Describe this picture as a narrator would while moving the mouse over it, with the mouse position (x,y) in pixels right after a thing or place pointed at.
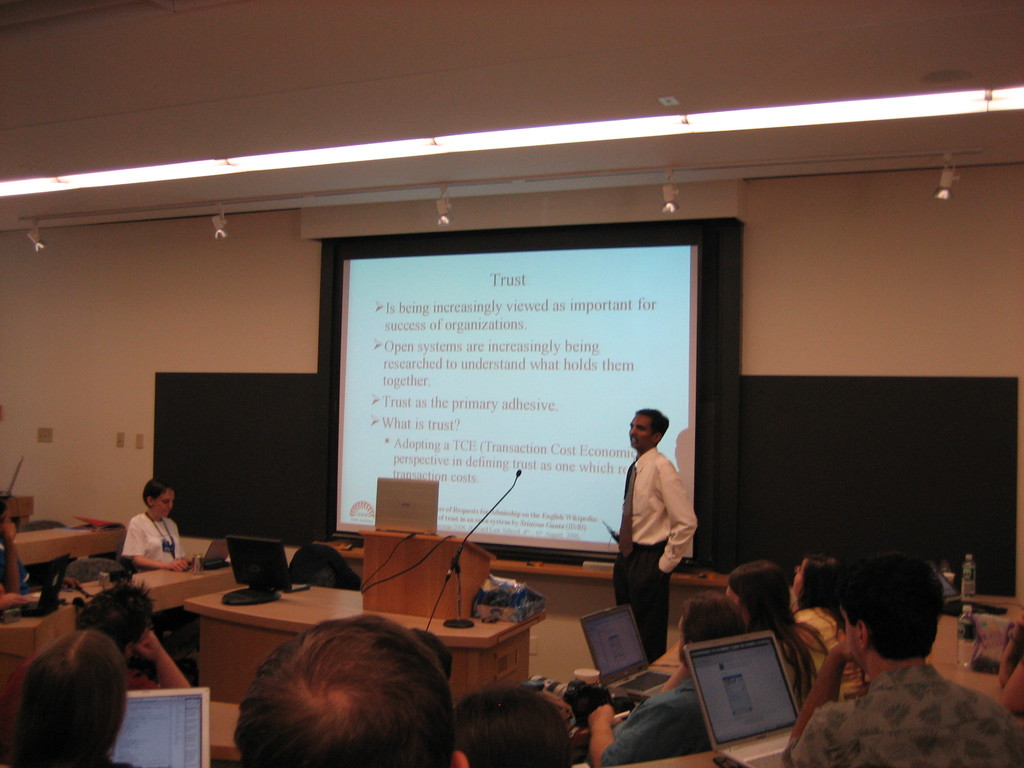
This picture describes about group of people (761,579), few are seated and a man (643,422) is standing, in front of them we can find laptops (206,710), in the background (628,343) we can see a projector screen (467,450), microphone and few bottles (969,608) on the tables (941,646), and also we can find few lights (582,141).
